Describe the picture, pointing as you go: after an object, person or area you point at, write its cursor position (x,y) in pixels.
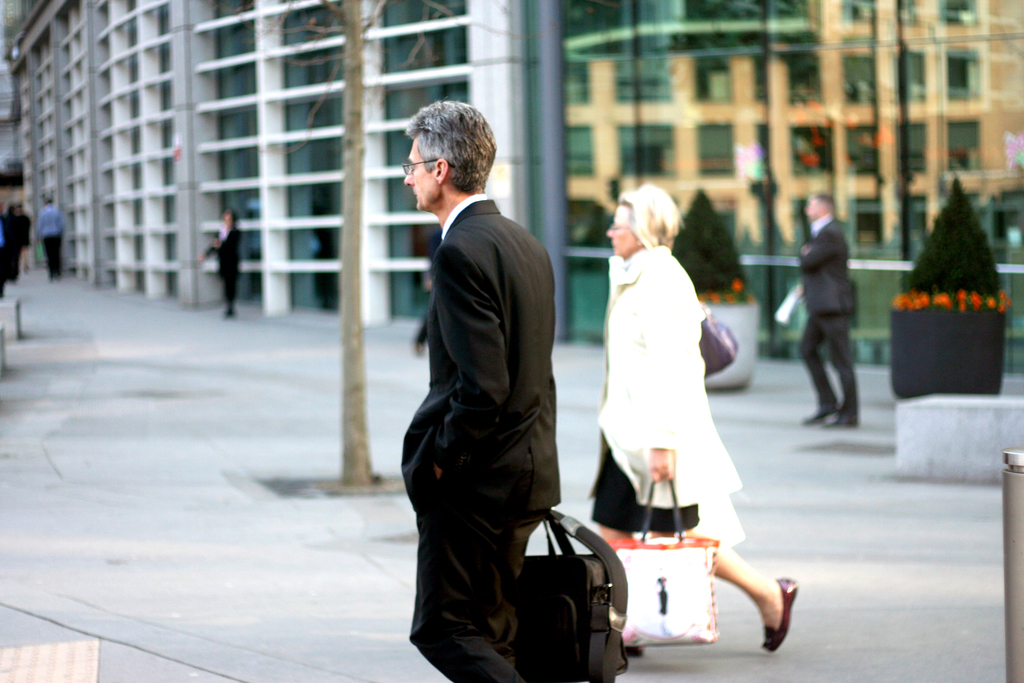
A man (496,352) wearing a black suit (501,488) holding a bag (583,540) and walking. Another lady (629,359) wearing a white dress (649,381) is holding a bag (663,563) and walking. In the background (482,81) we can see building (327,241), tree (350,216), many persons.
